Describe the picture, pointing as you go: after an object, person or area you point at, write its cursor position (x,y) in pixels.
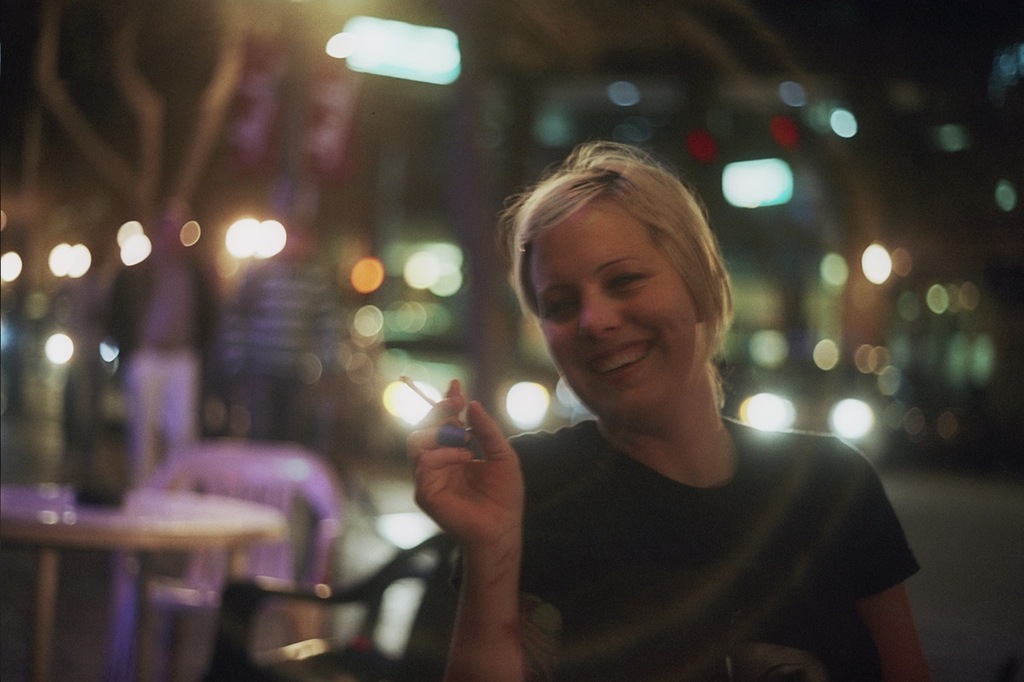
In this image there is a lady (554,523) sitting, holding cigarette (419,394) in her hand (436,479), in the background (312,17) it is blurred.
